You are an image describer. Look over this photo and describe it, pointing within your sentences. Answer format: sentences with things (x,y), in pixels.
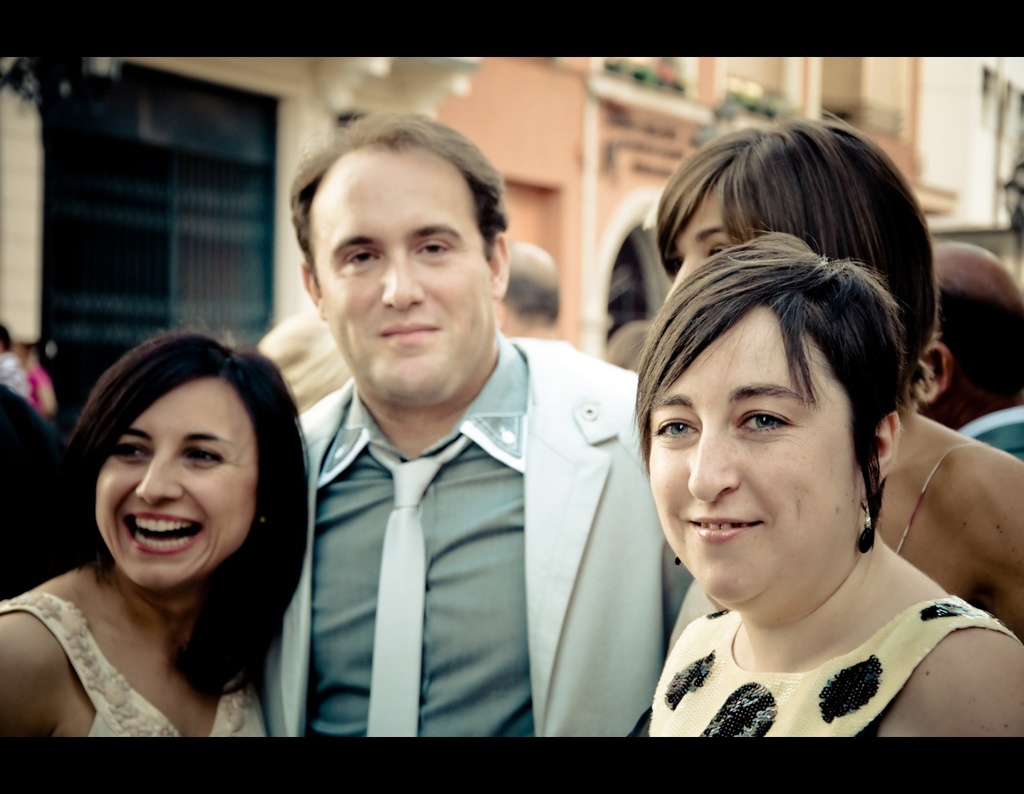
In this image we can see group of persons (868,453) wearing dress (441,537) are standing. One person (596,524) is wearing coat (596,564) and tie (393,567). In the background (559,177), we can see a building (866,115) with windows (205,199) and a door (222,199).
